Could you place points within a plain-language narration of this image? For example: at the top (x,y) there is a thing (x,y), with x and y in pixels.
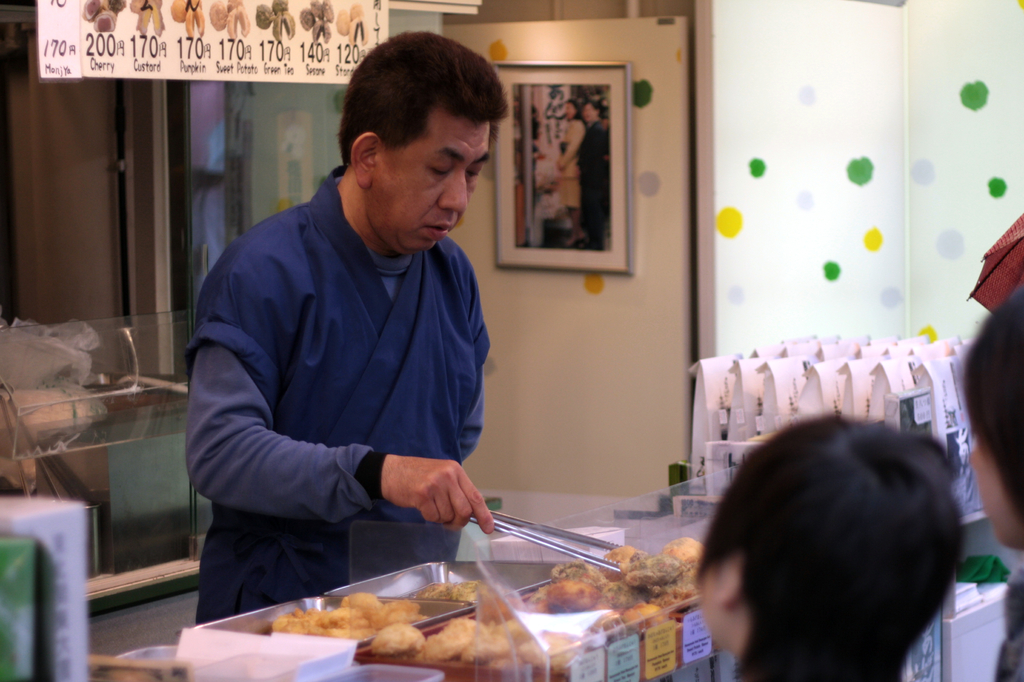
In this picture we can see a man (356,388) wearing a blue dress (361,353), standing in the front (599,562) and holding the food item (598,578) with the tongs (549,543). Behind we can see some photo frame (555,228) on the wall (567,357). On the top (149,34) there is a menu card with price list (150,51).
